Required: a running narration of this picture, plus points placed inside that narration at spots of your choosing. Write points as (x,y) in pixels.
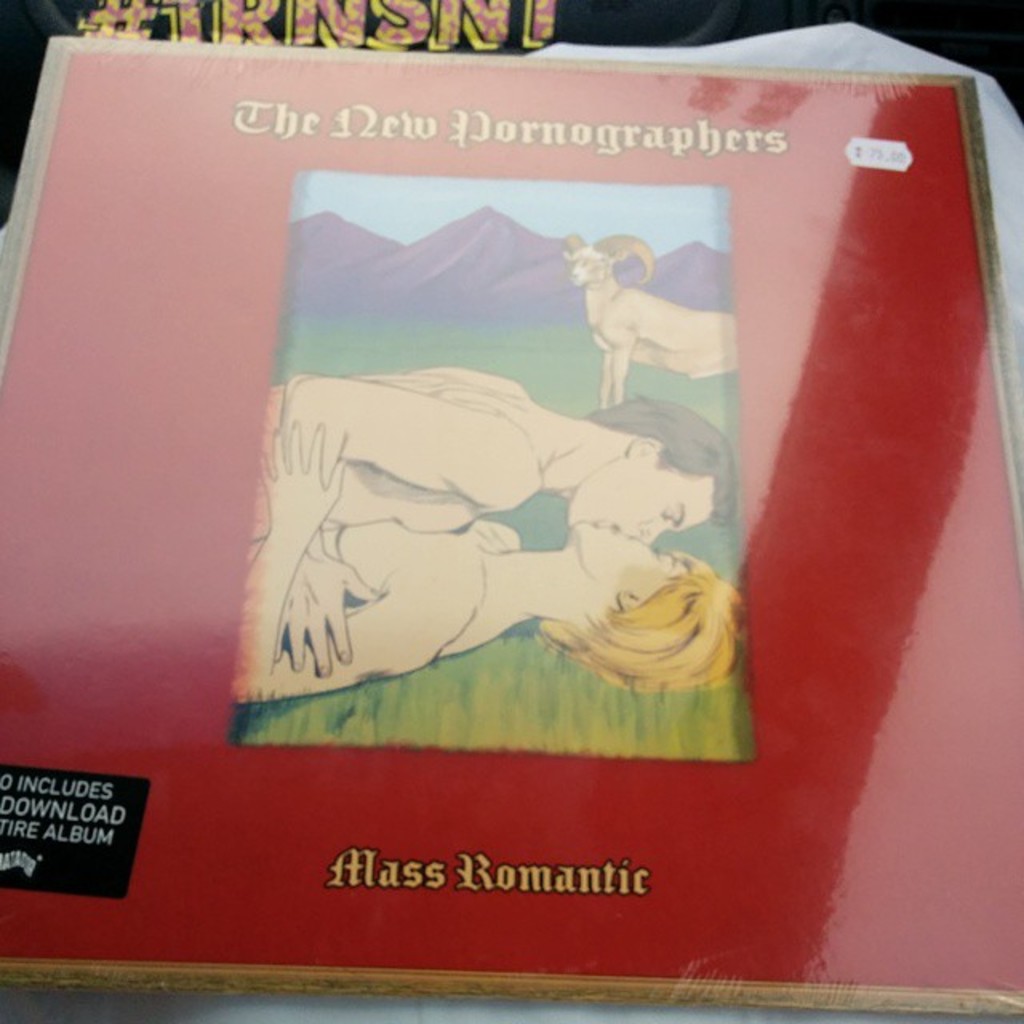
In this image we can see a record album (244,718) with some pictures (630,406) and text (473,139) placed on the surface (1022,213).
